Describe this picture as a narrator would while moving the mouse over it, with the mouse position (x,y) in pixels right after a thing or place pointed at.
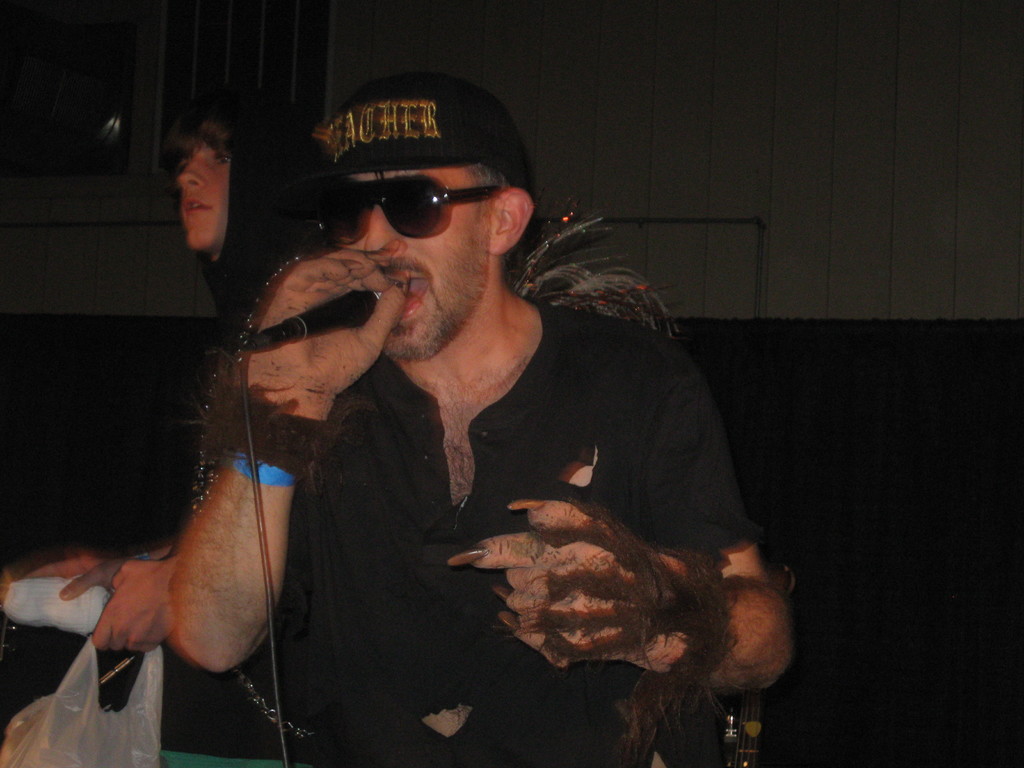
In this picture we can see a man (384,534) holding mic (339,314) with his hand (373,349) and talking and at back of him we can see other person (191,234) holding plastic cover (91,654) and a cloth (73,627) with his hand (116,587) and in the background (95,522) we can see wall (718,313).
